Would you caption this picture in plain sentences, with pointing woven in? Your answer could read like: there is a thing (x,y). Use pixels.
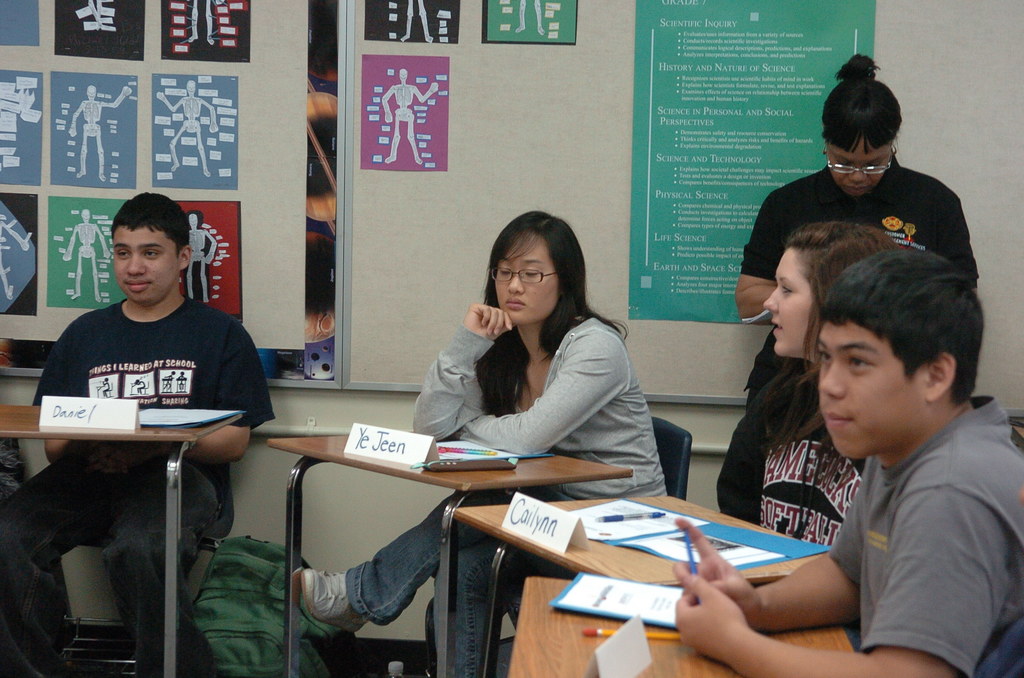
This picture is of inside the room (392,233). In the foreground (858,564) we can see the persons (825,598) sitting on the chairs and there is a book (777,557), a pencil (641,631) and a name plate (543,518) placed on the top of the table (654,643). In the background (872,120) we can see a woman (899,197) wearing black color t-shirt (927,211) and standing. We can see the posters (664,31) on the wall (294,116) and a bag (259,620) place on the ground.
